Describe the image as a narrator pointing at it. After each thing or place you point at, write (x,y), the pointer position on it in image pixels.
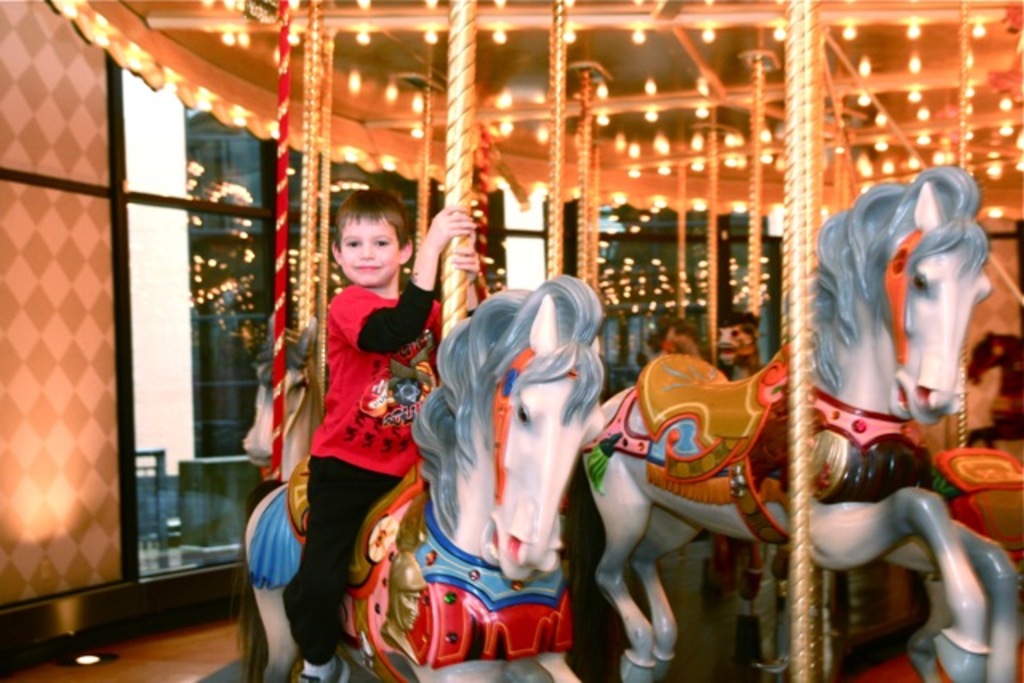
In this image in the center (352,360) there is one boy (333,391) who is sitting on a toy horse (372,529) and riding, and also on the right side (830,408) there is one toy horse (902,288) and some poles (756,197), lights (214,102). And in the background (197,308) there is a glass window (272,264) and some lights (222,267), and at the bottom (215,641) there is floor (219,630).
